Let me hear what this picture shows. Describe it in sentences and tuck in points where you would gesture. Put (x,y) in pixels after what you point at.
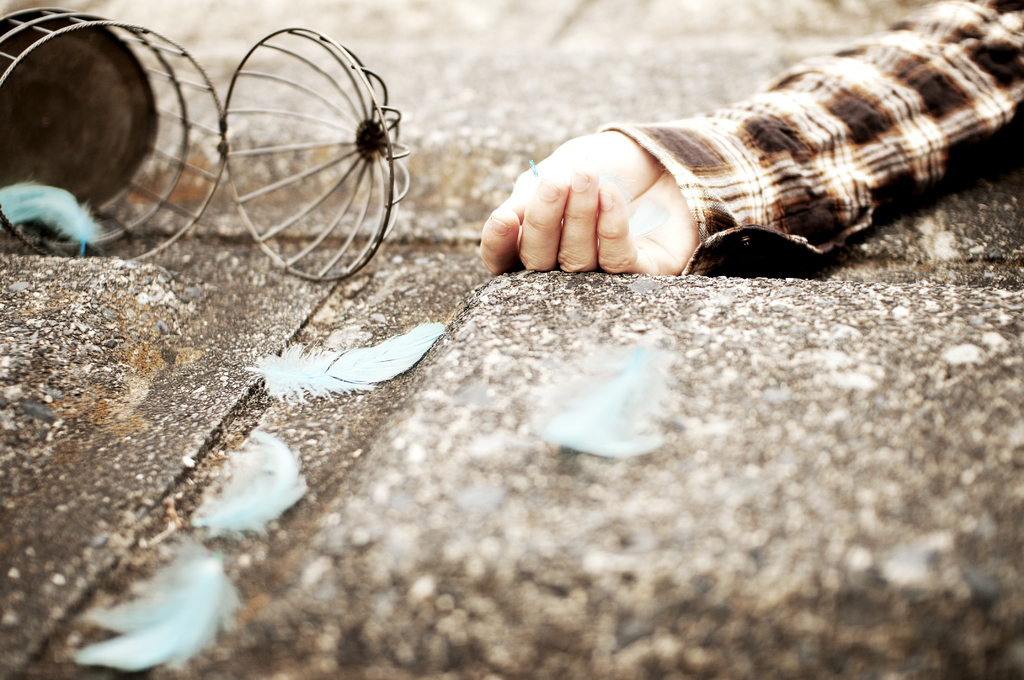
In the picture we can see a path (770,481) with a person's hand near it, we can see a fallen bird cage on the floor (888,467), which is opened and from it we can see some feathers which are blue in color.
